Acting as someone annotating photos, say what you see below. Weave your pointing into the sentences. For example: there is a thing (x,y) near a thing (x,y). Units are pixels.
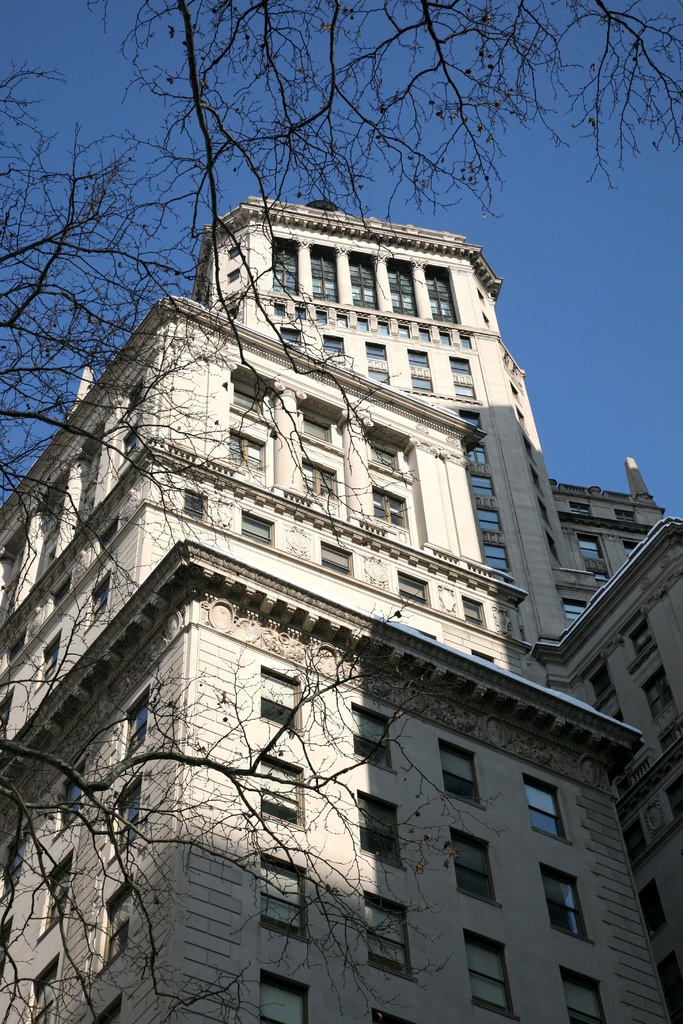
In this image I can see a multi story building (346,799). On the left hand side of the image (150,394) I can see a dried tree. At the top of the image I can see the sky (90,299).
